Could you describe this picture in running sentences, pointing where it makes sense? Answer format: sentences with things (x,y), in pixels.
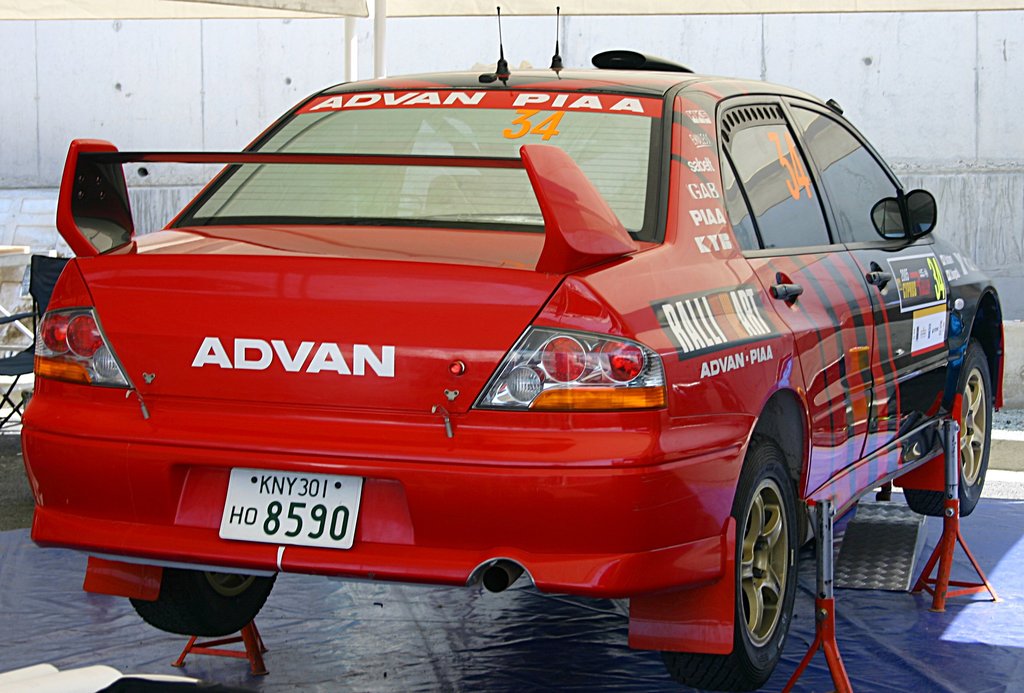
In this image we can see a vehicle (509,386) and other objects (961,534). In the background of the image (486,45) there is a wall (233,41), poles (379,38), chair (19,325) and other objects (19,325).
